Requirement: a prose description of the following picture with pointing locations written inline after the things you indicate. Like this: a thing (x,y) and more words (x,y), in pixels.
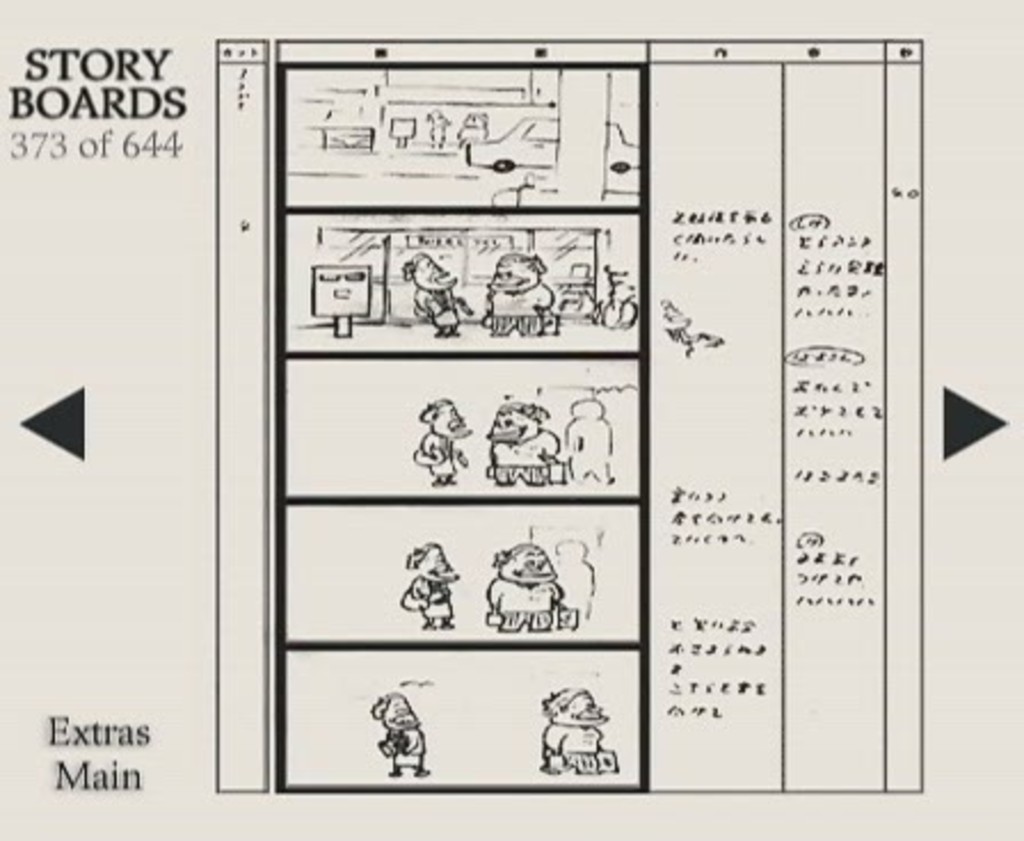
In this image we can see a drawing (507,273) of a group of persons (548,732) and some text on it.
